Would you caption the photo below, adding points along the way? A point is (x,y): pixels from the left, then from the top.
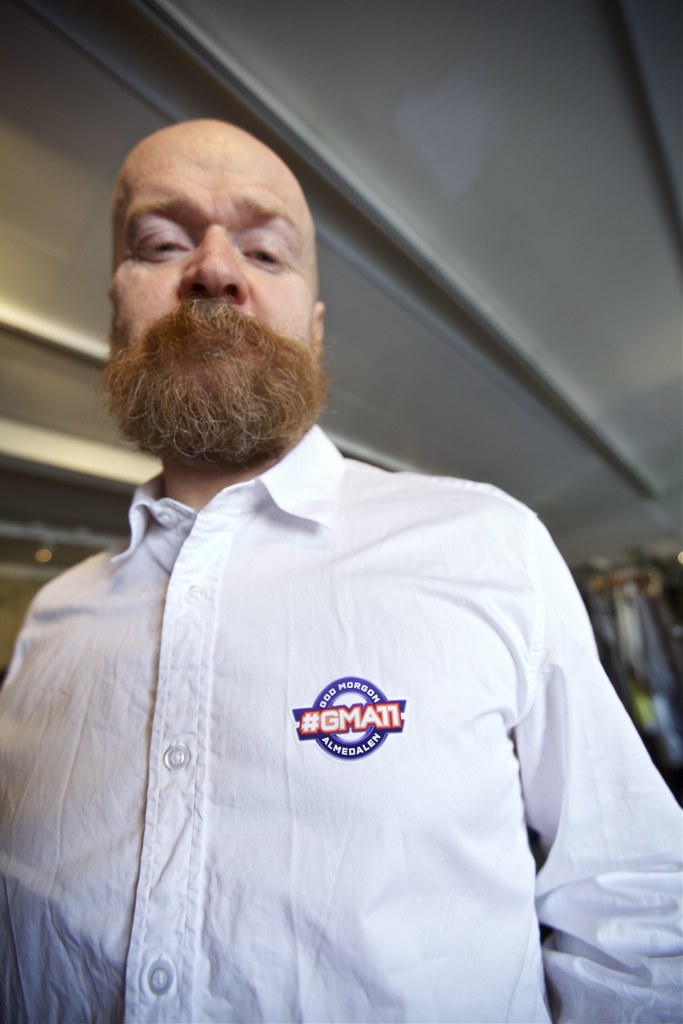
In this image, we can see a person (406,669). We can see the roof (638,513) and the blurred background (663,695).
